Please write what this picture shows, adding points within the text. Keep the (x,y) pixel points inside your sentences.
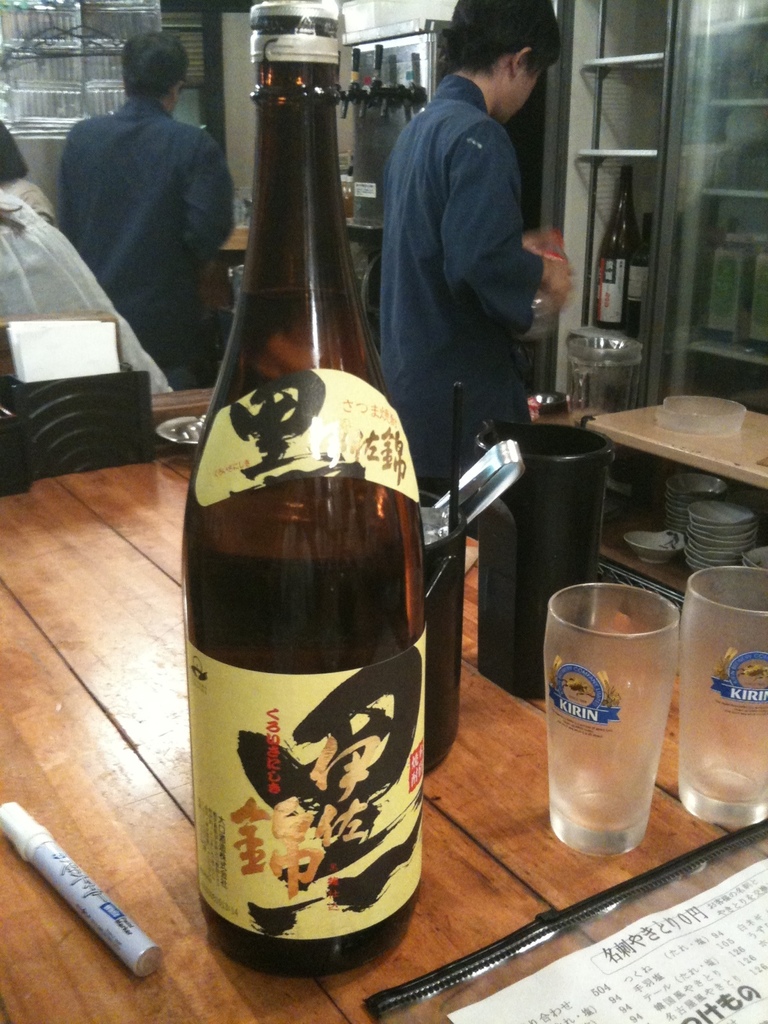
This image contains a table (172,940) on which marker (44,840), alcohol bottle (281,615), glass (610,646), jug (539,663) and book (460,962) are placed. Behind that, we see two men (214,198) standing near the cupboard (630,267) and on table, we even see bowl (686,507) and plates (707,541). On background (361,60), we see a machine (366,171).
